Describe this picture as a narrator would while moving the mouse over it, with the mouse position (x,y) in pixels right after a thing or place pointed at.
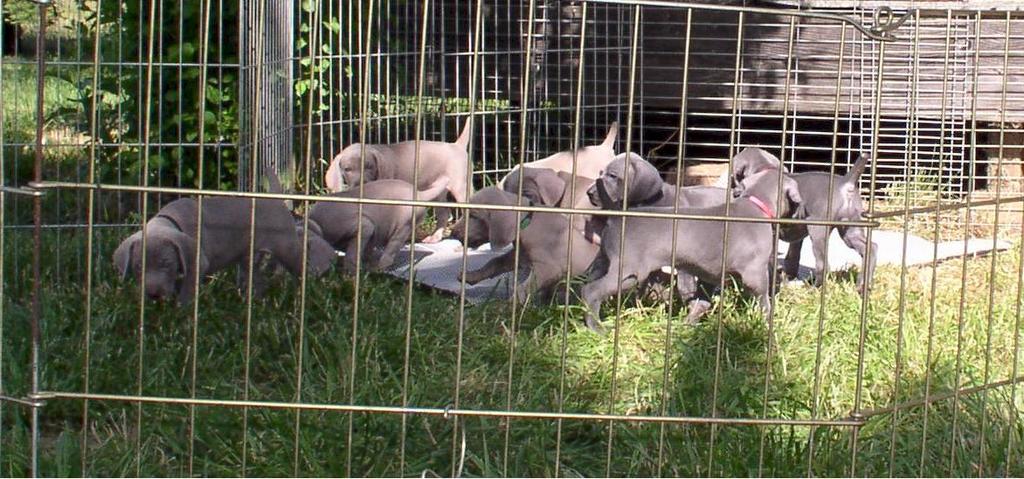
In this image there are group of dogs (302,257) playing on the ground (395,335). They are kept in the metal cage (305,245). At the bottom (291,429) there is grass (450,402). In the background (592,64) it looks like a wooden wall (986,37).
